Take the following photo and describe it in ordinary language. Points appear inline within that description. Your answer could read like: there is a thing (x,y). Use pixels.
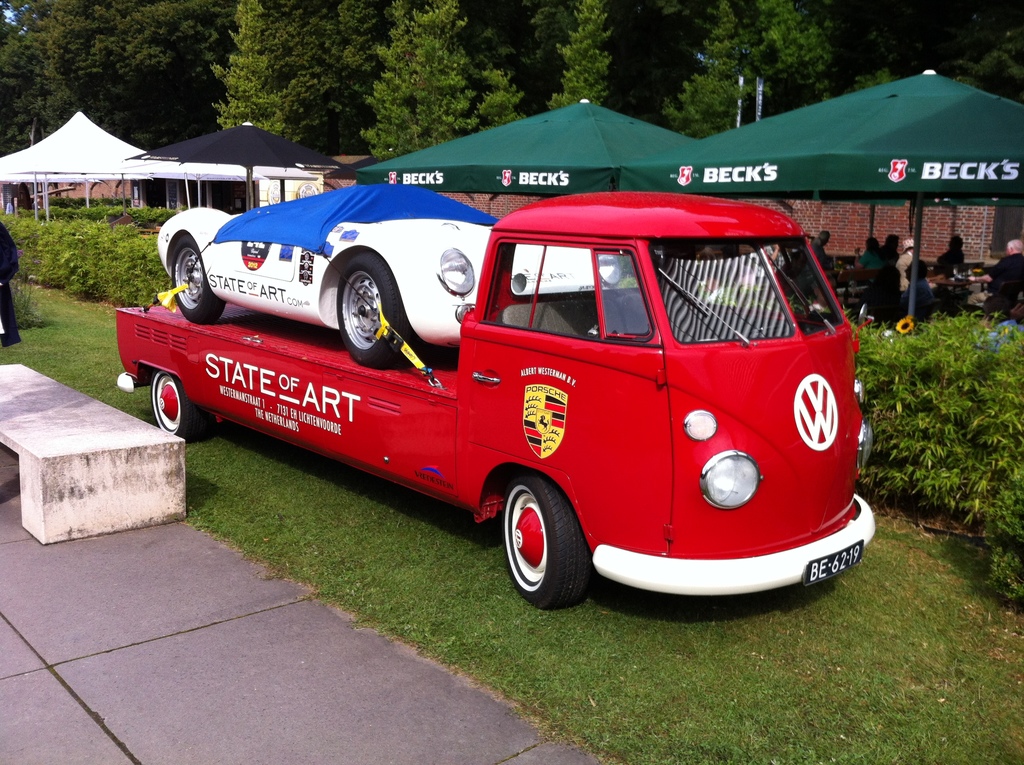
In this picture we can see grass (742,697) at the bottom (764,710), on the left side (103,520) there is a bench (131,485), we can see a vehicle (320,427), some plants (1017,363), tents (160,160) and few persons (1012,262) in the middle (554,262), in the background (96,121) there are some trees (518,117).
